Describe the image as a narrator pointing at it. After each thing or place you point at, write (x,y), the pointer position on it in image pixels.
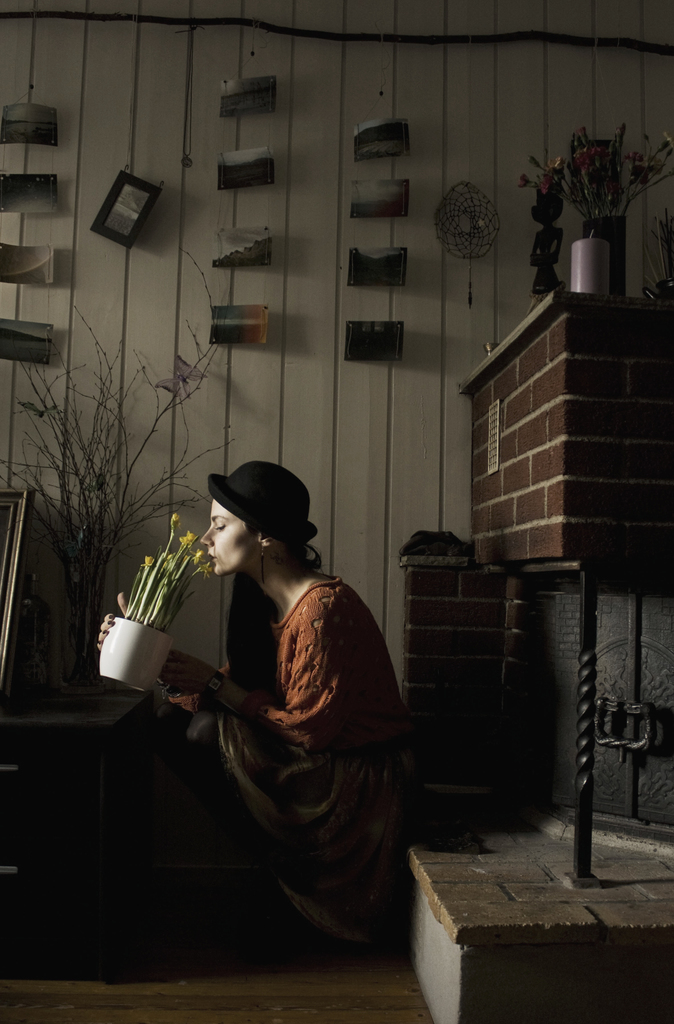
This image consists of a woman (323,910) holding a potted plant (106,645). In the background (80,271), there is a wall (237,421) made up of wood (24,458) and we can see the frames (116,185). At the bottom (309,1016), there is a floor (343,982). On the right (550,849), there is a stand (550,849) on which we can see a wall like structure (540,440). And the woman (309,616) is wearing a hat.
